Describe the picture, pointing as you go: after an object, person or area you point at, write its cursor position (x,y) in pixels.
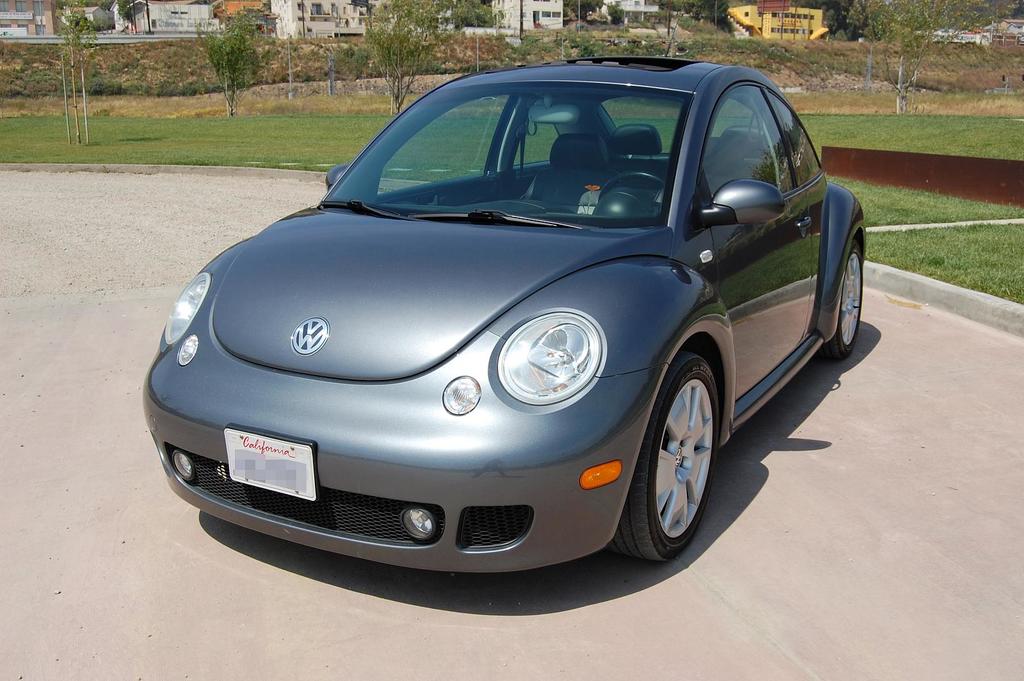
In this image we can see a motor vehicle (582,296) on the floor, grass (230,143), trees (915,19), poles (870,63), buildings (628,7) and wall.
